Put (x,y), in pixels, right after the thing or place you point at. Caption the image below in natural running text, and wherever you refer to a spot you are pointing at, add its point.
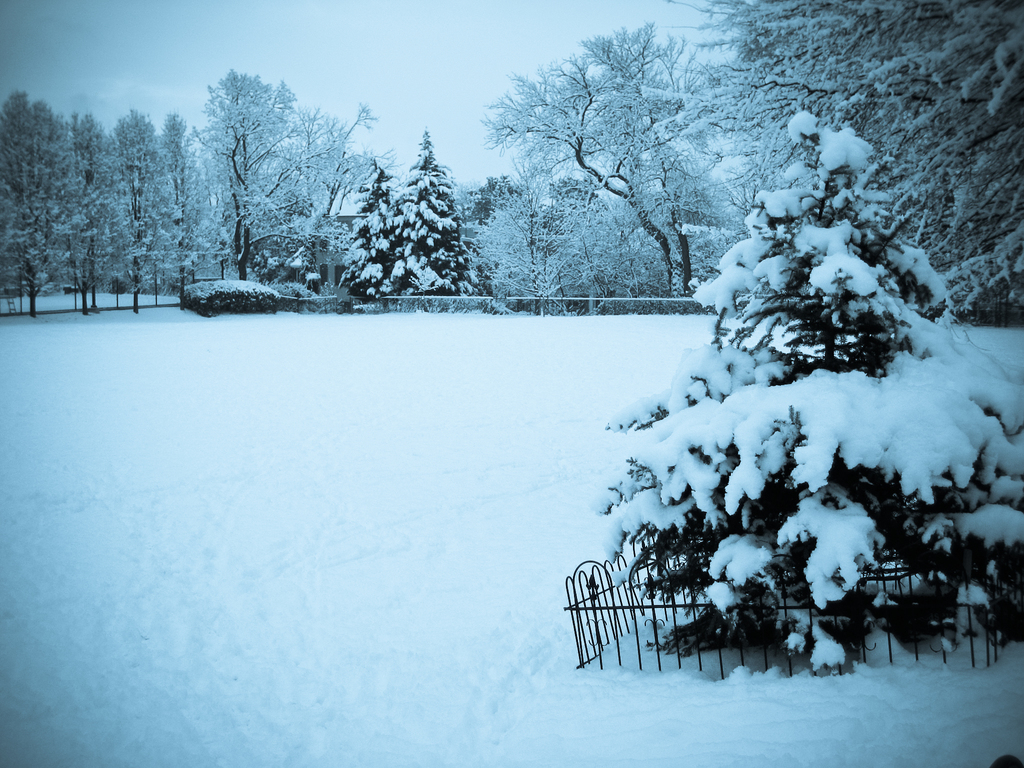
In this image there are trees (768,614) covered by snow (969,439). At the bottom (387,682) there is snow (496,637) and we can see grilles (659,578). In the background (439,25) there is sky (394,59).
